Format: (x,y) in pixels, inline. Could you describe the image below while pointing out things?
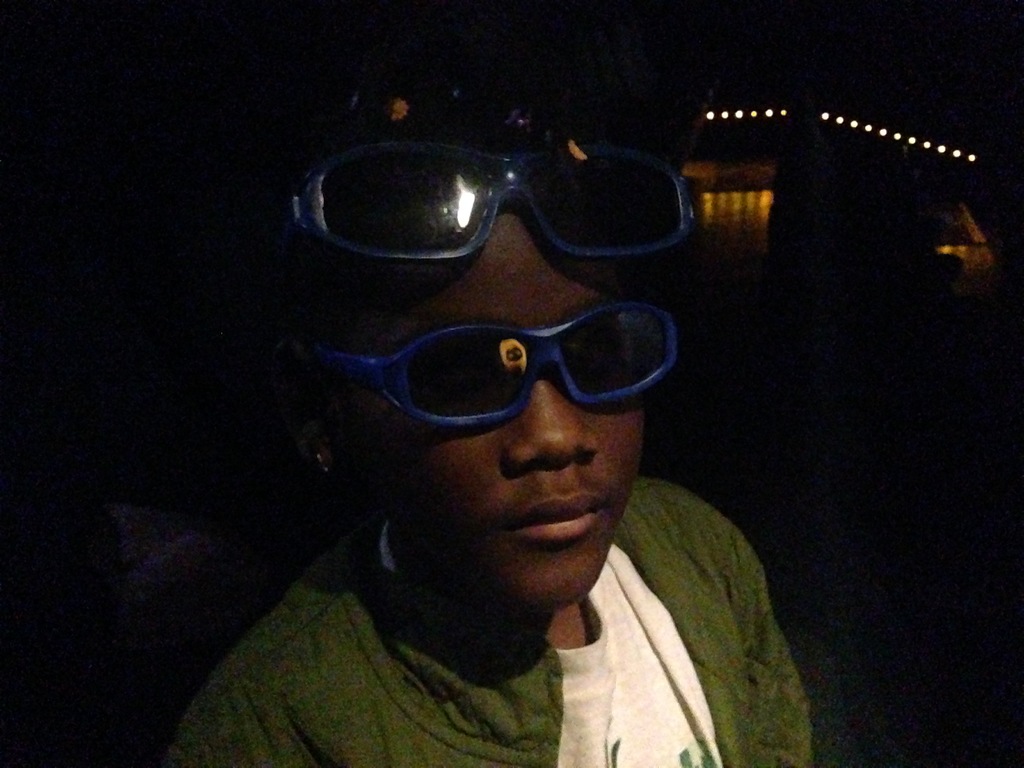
In this picture we can see a person (323,586), goggles (477,358), lights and some objects (730,212) and in the background (174,155) it is dark.
